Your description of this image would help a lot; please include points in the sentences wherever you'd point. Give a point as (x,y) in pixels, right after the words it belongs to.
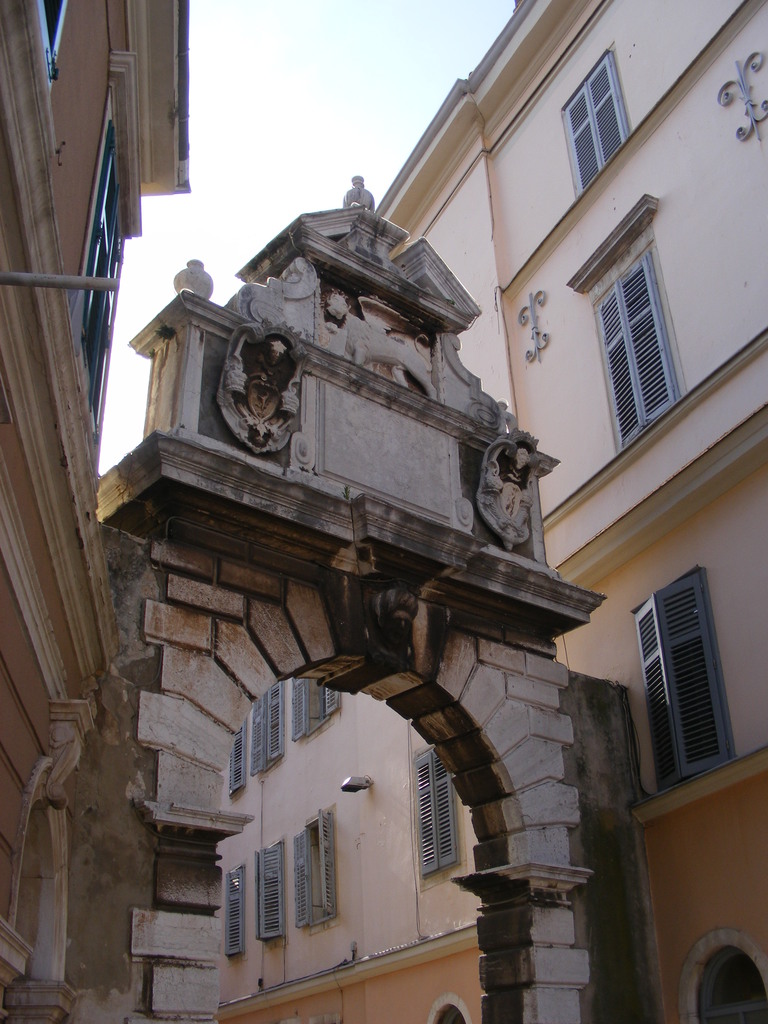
In this picture I can see buildings (7,165), a arch (365,329) and I can see cloudy sky (300,131).
